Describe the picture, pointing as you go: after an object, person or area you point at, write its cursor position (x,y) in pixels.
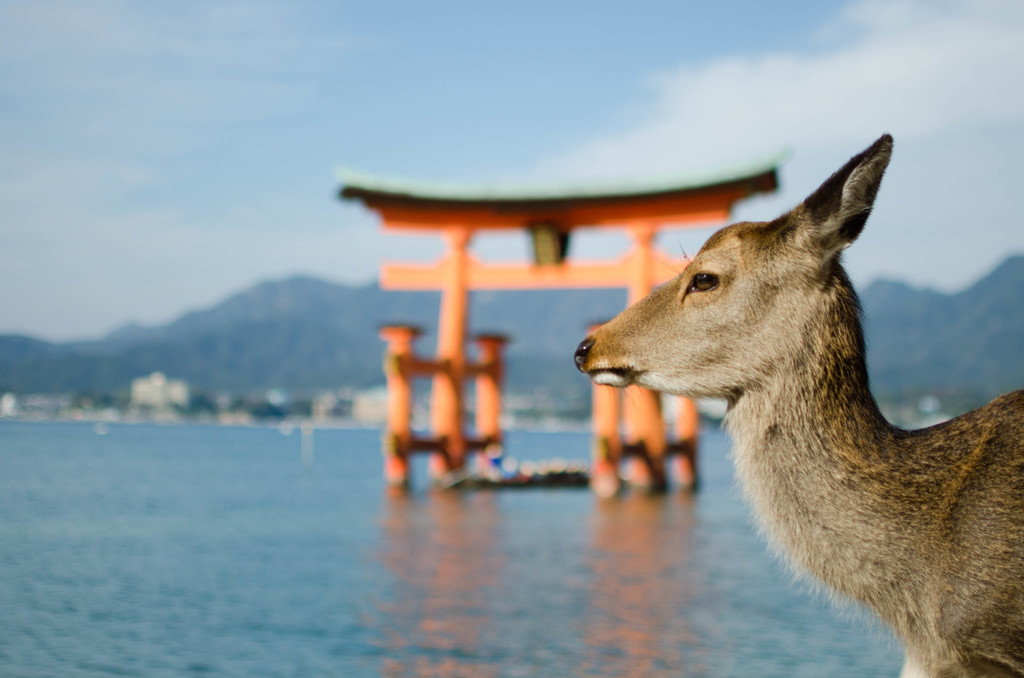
In this image I can see an animal (806,517). In the background (368,484) I can see mountains (333,354), the water (205,568), the sky (276,158) and some orange color objects (451,409) in the water (467,510). The background of the image (392,493) is blurred.
